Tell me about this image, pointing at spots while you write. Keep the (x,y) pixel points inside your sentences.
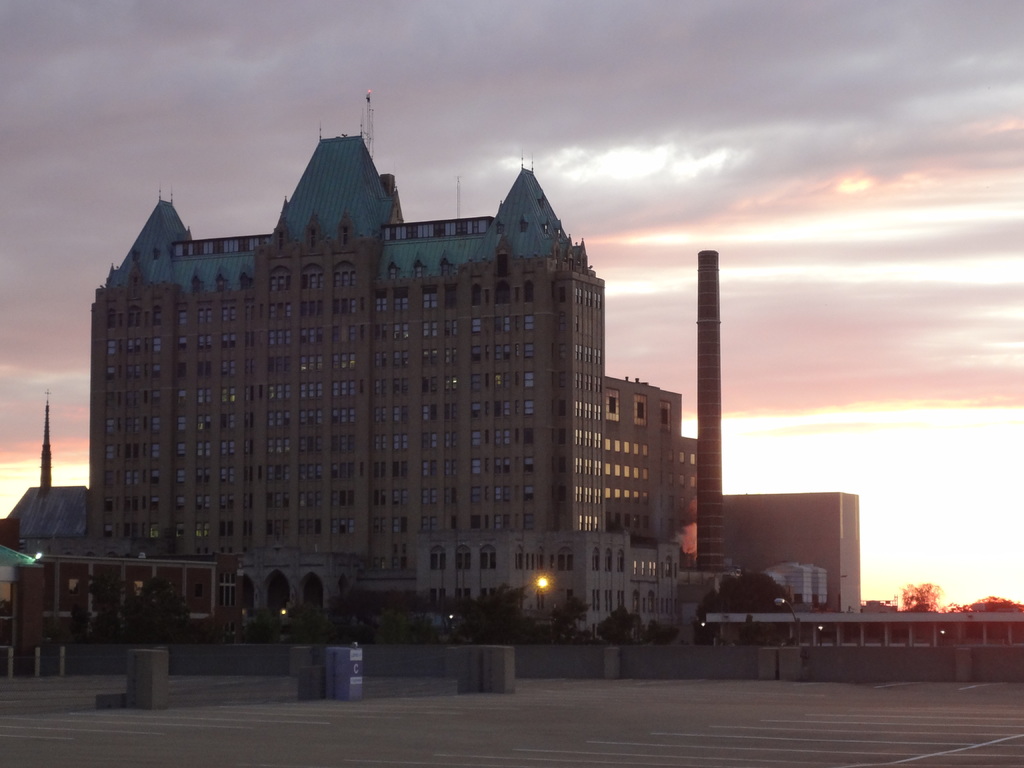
In this picture there is a big brown building (441,407) with many windows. Beside there is a pipe pole (711,284). In the front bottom area there are some trees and a open area (550,743).
